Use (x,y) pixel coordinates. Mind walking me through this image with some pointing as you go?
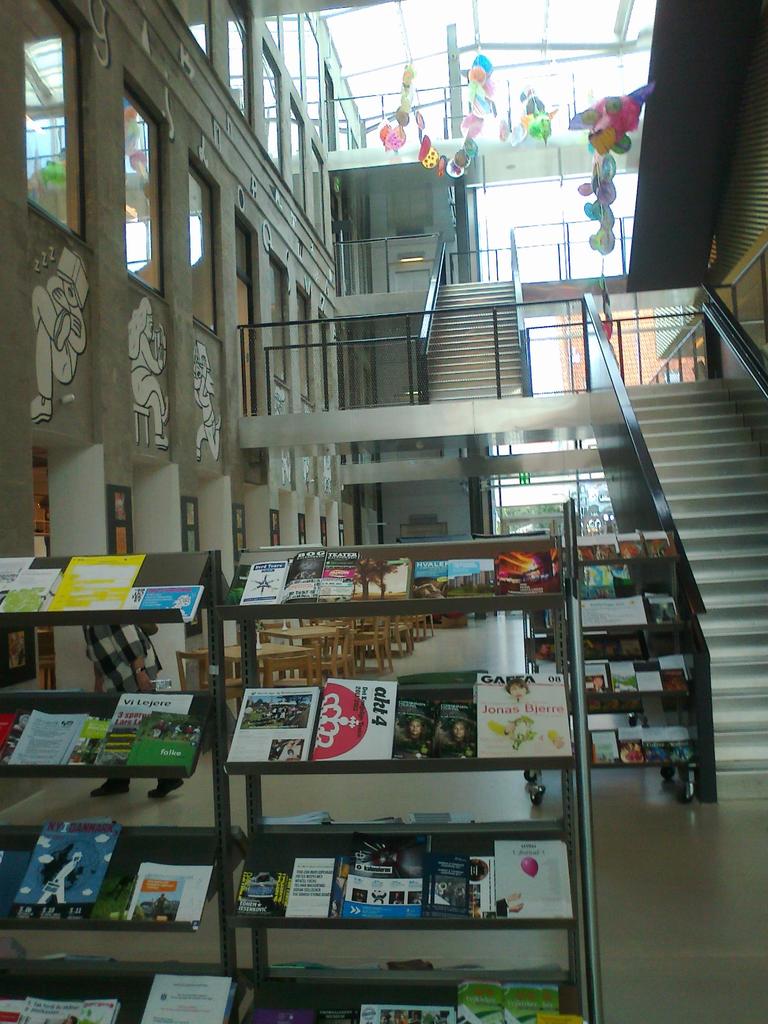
As we can see in the image there is wall (133,445), stairs (758,643) and rack (536,777) filled with books (380,744).
